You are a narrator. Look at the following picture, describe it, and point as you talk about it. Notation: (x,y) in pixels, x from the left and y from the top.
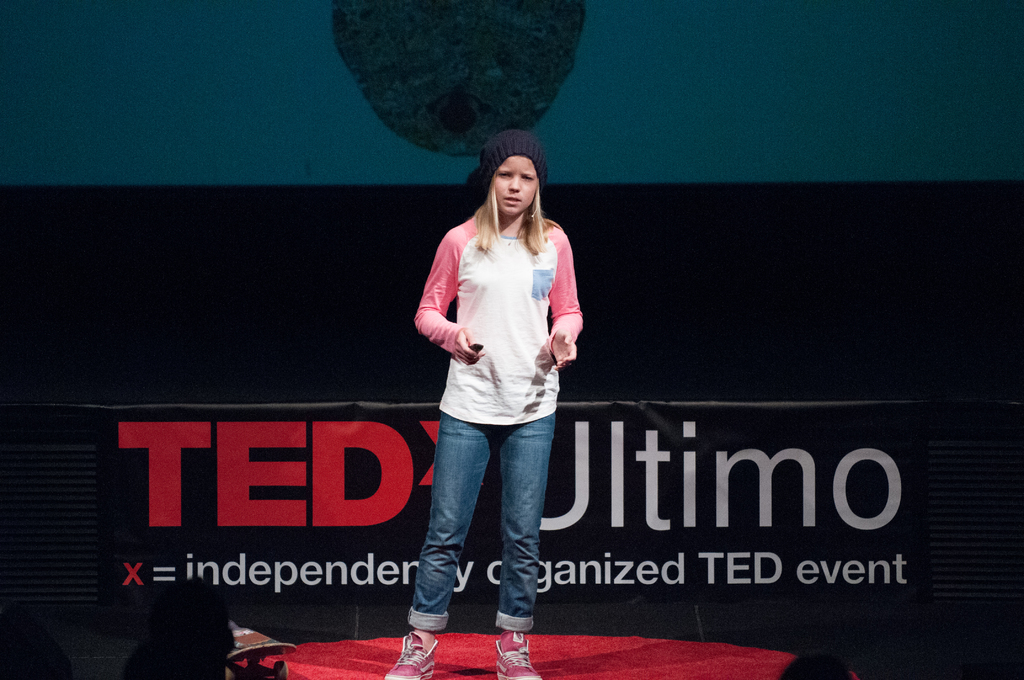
At the bottom of the image (191,639) few people (6,627) are there. In the middle of the image (518,310) a woman (540,360) is standing and holding something in her hand (473,340). Beside her there is a skateboard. Behind her there is a banner (768,479).
